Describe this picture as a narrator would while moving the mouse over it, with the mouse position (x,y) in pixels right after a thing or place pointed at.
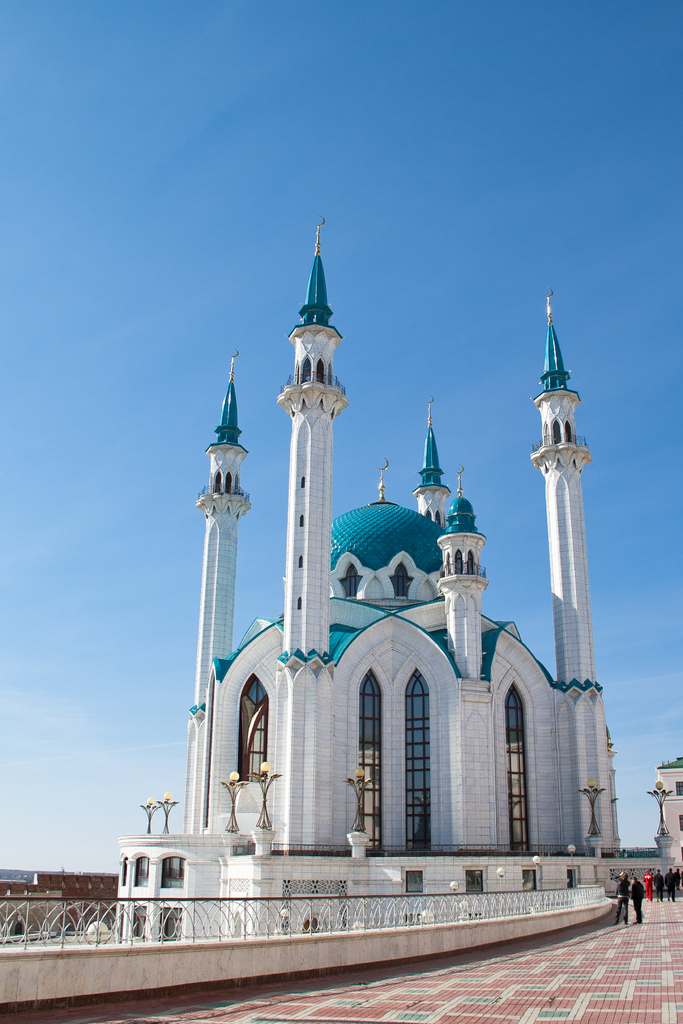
In this image I see a building (379,634) which is of white and blue in color and I see the wall (259,945) over here and on the path (609,938) I see few people (622,889) and I can also see the light bulbs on the poles (150,810). In the background (161,71) I see the sky (313,239) which is clear.
